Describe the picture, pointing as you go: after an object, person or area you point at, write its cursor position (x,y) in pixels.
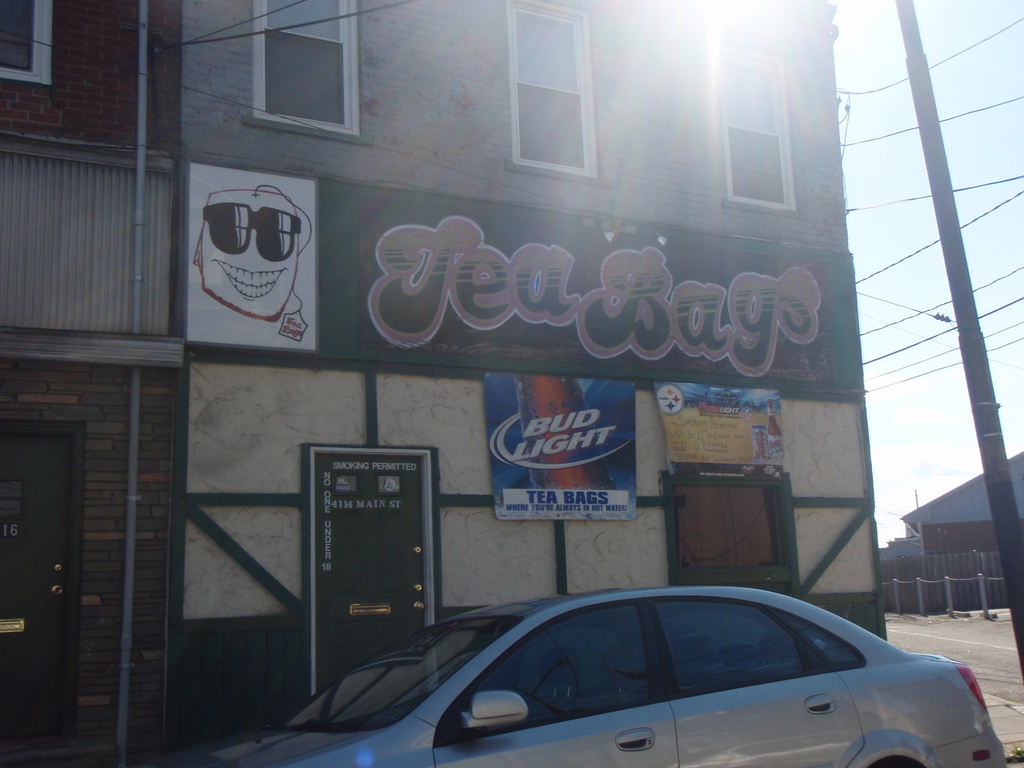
In this picture we can see a car (650,590) on the ground (914,634), buildings (241,83) with windows (548,138), banners (708,343), wires (918,344), pole (962,343) and in the background (958,79) we can see the sky (978,96).
